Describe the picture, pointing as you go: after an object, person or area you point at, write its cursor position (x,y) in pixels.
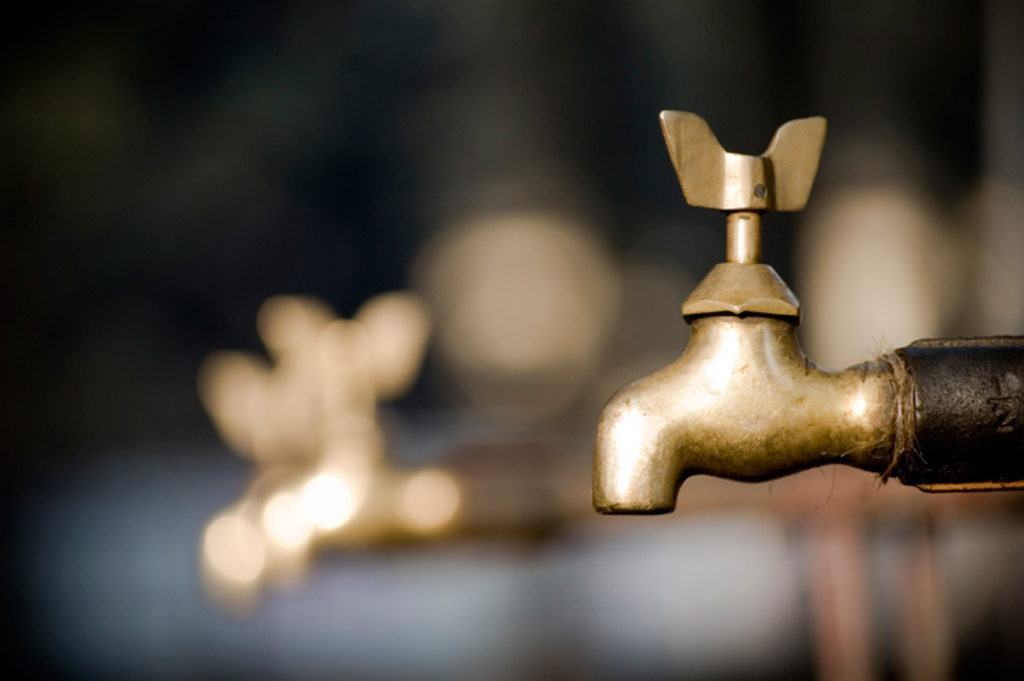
In this image we can see a tap (726,407). There is a blur background (298,525) and we can see a tap (309,543).
